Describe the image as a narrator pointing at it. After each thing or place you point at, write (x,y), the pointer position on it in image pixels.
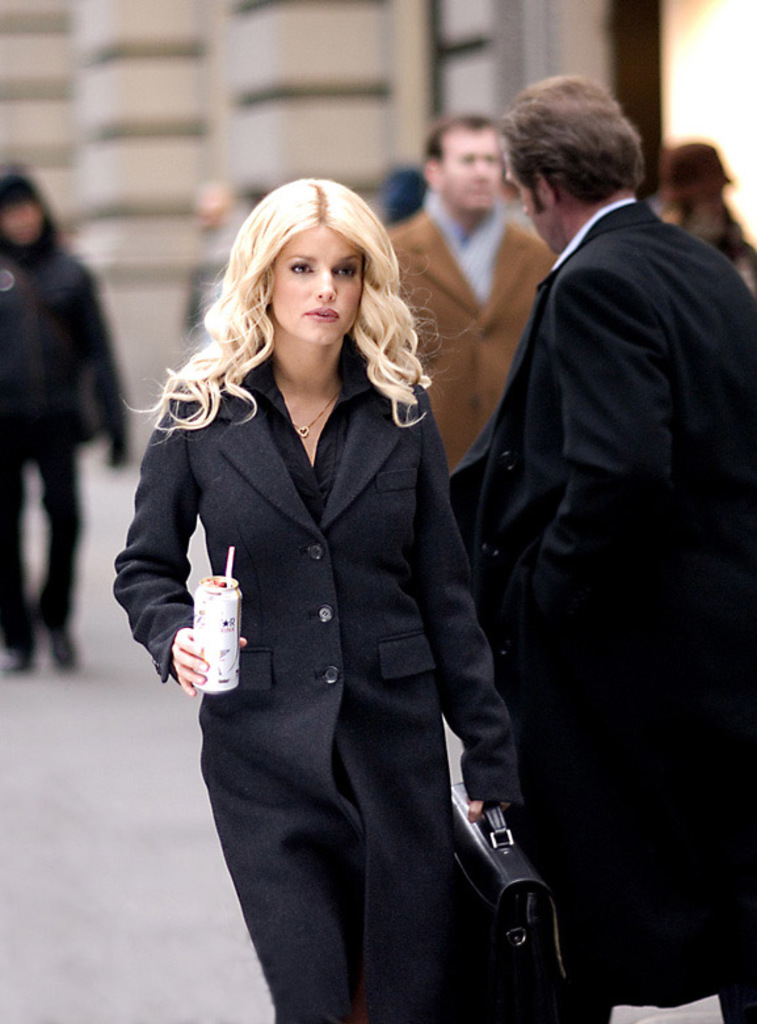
In this image there are group of people (359,310) walking on the road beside them there is a building (616,74).
